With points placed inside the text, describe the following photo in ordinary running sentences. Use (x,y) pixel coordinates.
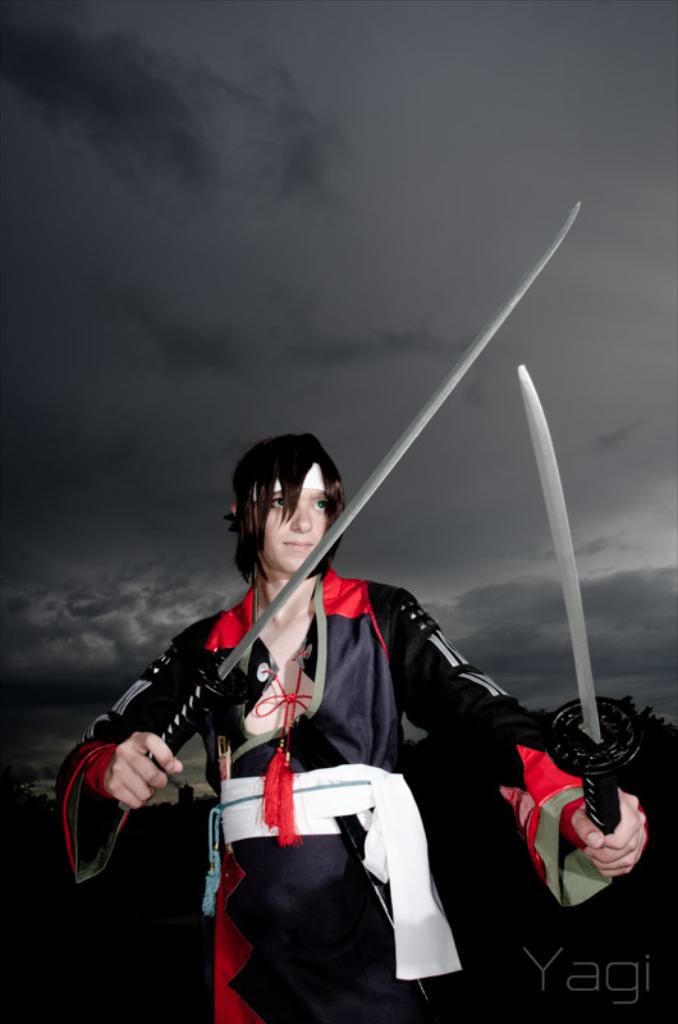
This is a photograph. In this picture, we see a person (331,830) in black and red dress (315,726) is holding the swords (197,712) in their hands (179,761). In the background (378,244), we see the sky (458,360).
